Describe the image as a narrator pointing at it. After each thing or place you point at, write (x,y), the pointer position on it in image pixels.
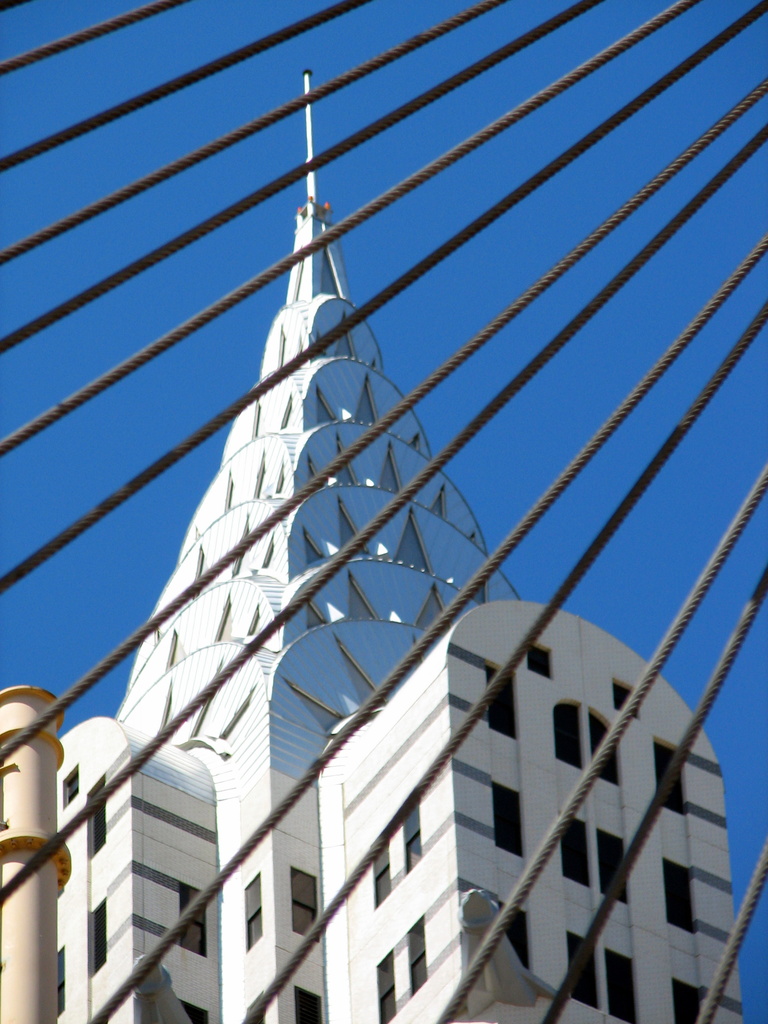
In this image I can see a tower (313,178) or a multi story building (403,715) through many cables (767,11) arranged parallel. I can see the sky (350,175) at the top of the image (202,115).
